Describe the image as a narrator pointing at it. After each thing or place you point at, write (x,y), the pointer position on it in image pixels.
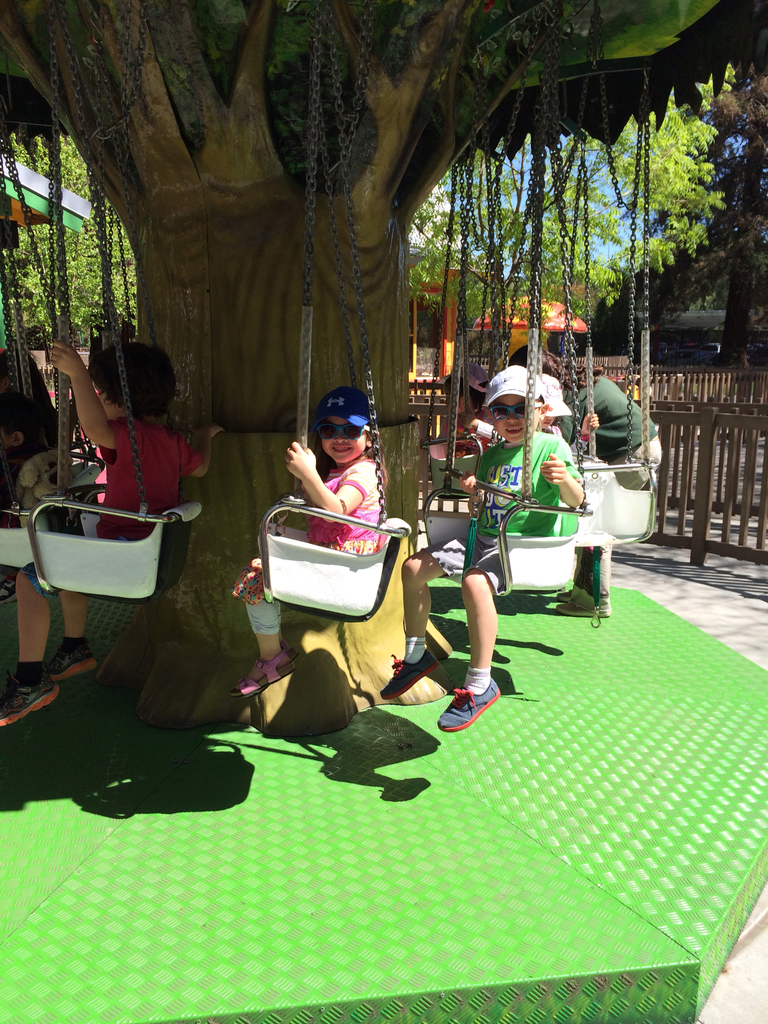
In this image I can see the green colored surface (515,834) and on it I can see an artificial tree (231,243) to which I can see few seats (322,572) are hanged with metal chains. I can see few children (317,499) are sitting on the chairs (522,507). In the background (609,447) I can see a person (626,447) standing, the wooden railing (679,427), few trees (581,235), few other objects (508,312) and the sky (515,202).
